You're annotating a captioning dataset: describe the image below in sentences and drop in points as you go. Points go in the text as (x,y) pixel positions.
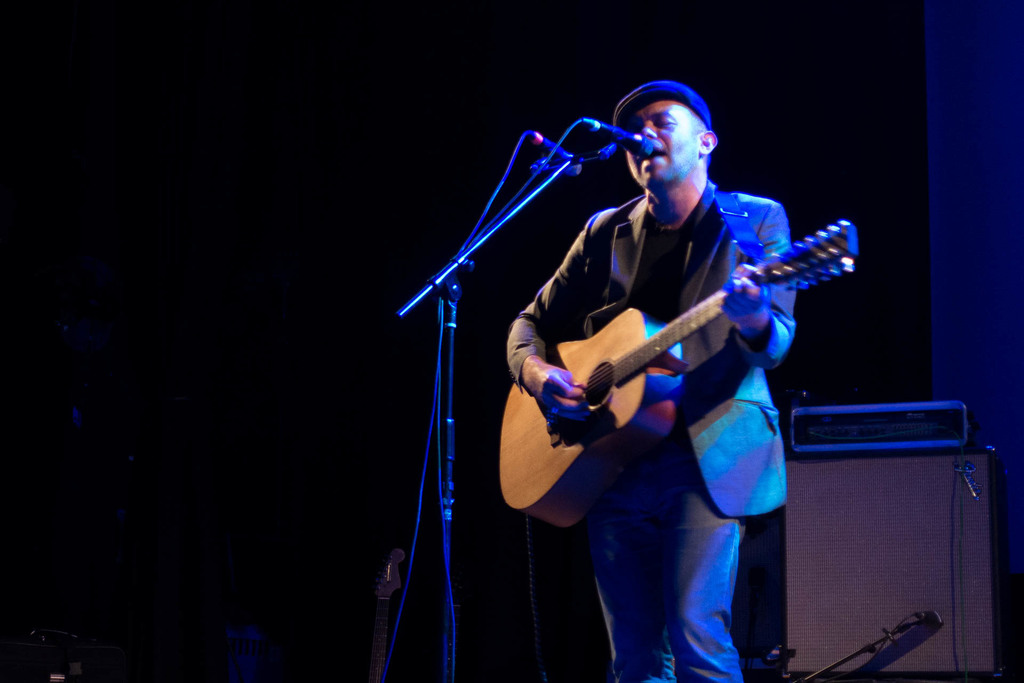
In this image in the middle (623,264) there is man (686,471) he wear suit (697,427), hat (666,95) and trouser (639,608) he is playing guitar (637,357). In the middle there is a mic (638,149) and mic stand (445,501). In the background (924,545) there is a guitar (387,598), speaker (890,508).
